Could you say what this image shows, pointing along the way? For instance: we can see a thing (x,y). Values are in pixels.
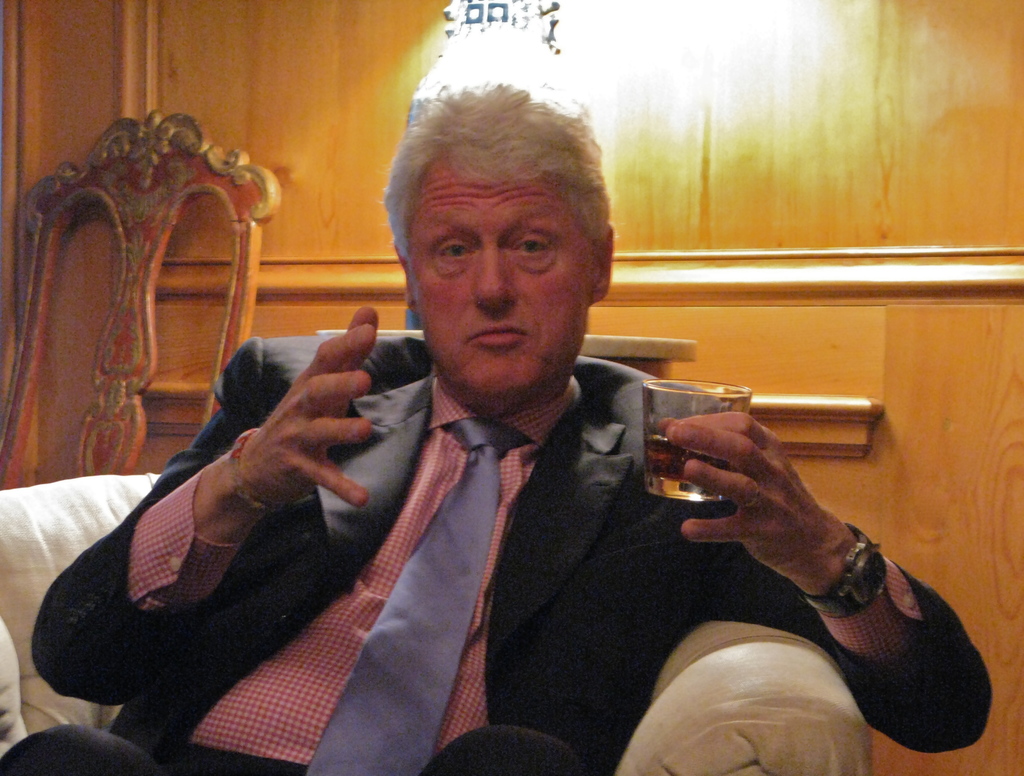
This is a picture of a man (372,428) who is sitting on a chair (840,721) there is other chair (122,456) that is wood (123,427) the person (570,552) is holding a glass (661,471) to the hand (836,563) he is having a watch (865,588) also and the background of the person (560,149) is a wall (897,251) which is in wooden color and the top of his head (499,83) there is a light (476,36).
